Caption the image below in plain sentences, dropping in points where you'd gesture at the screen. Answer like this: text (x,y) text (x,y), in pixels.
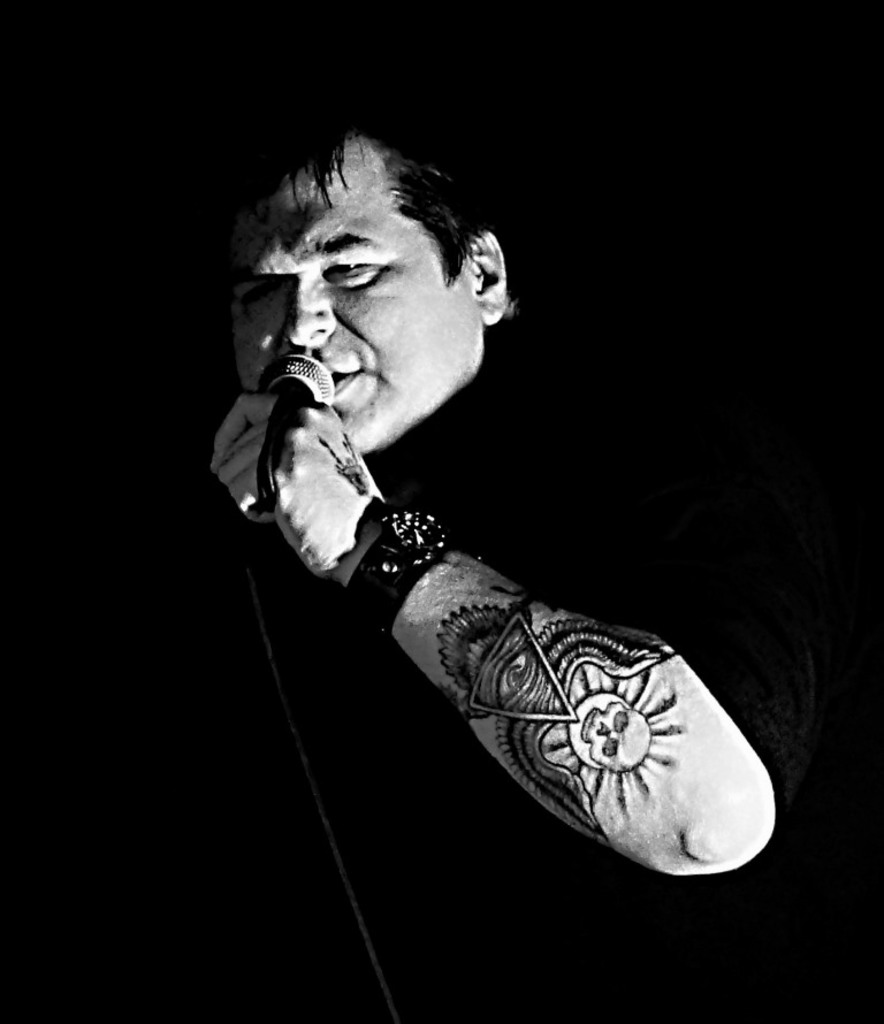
In this image in the foreground (389,211) there is one person (398,219) holding the mike (317,375) and there is a tattoo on his left hand (357,478).
